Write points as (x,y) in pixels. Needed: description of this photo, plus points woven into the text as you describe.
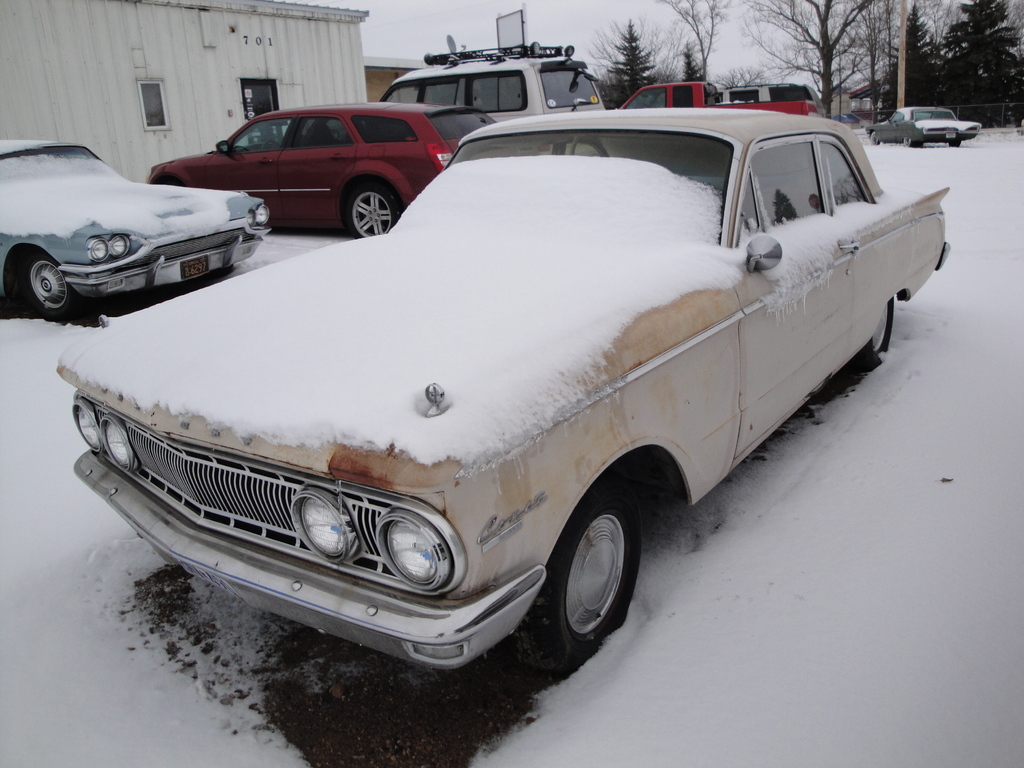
In this image we can see the vehicles (383,563) on the road (497,660) and we can see the snow (605,286). In the background (103,79), we can see the buildings (310,61), trees (886,100) and the sky (594,23).
